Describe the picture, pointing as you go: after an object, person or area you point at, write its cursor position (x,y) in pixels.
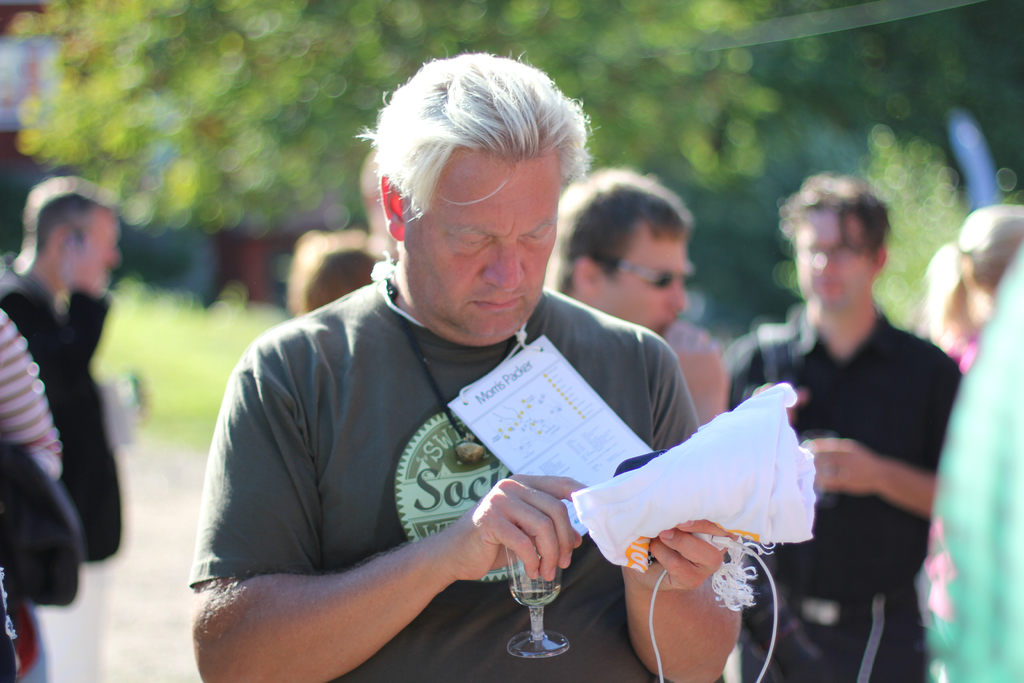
In this image I can see the person (261,398) holding a white cloth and a glass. In the background (935,391) I can see few other people (935,391) and few trees (370,66) in green color.
